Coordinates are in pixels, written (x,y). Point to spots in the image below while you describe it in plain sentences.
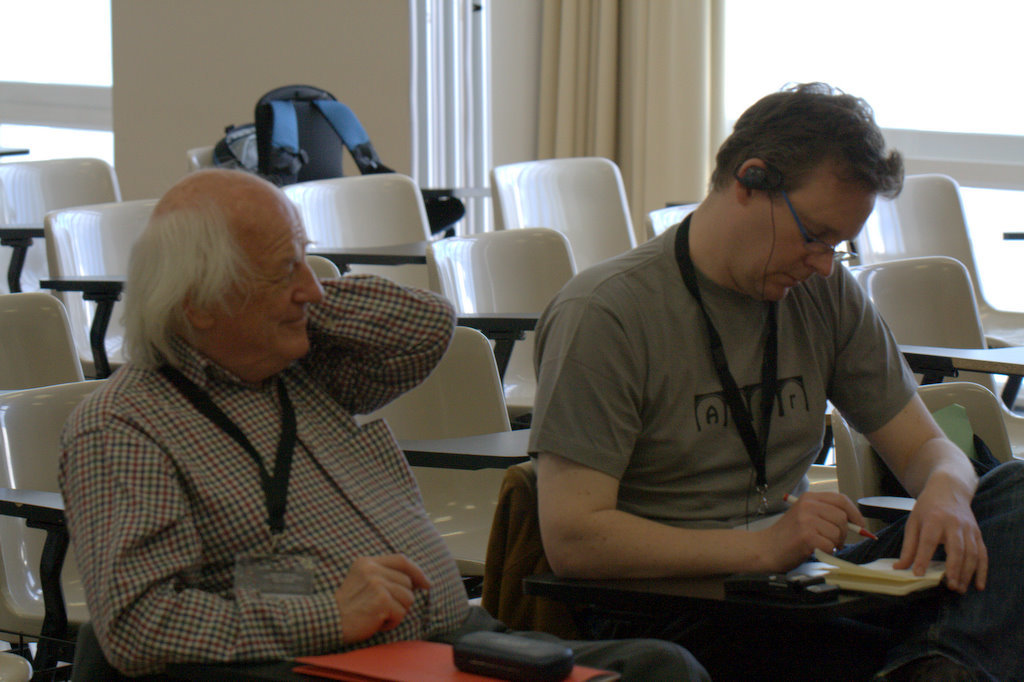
In this image we can see two persons (655,555) sitting on chairs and one among them is holding a pen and a book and we can see some chairs (90,260) in the room (469,319). There is a bag (336,153) on the chair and we can see a wall (365,105) and a curtain (688,173) in the background (709,41).
